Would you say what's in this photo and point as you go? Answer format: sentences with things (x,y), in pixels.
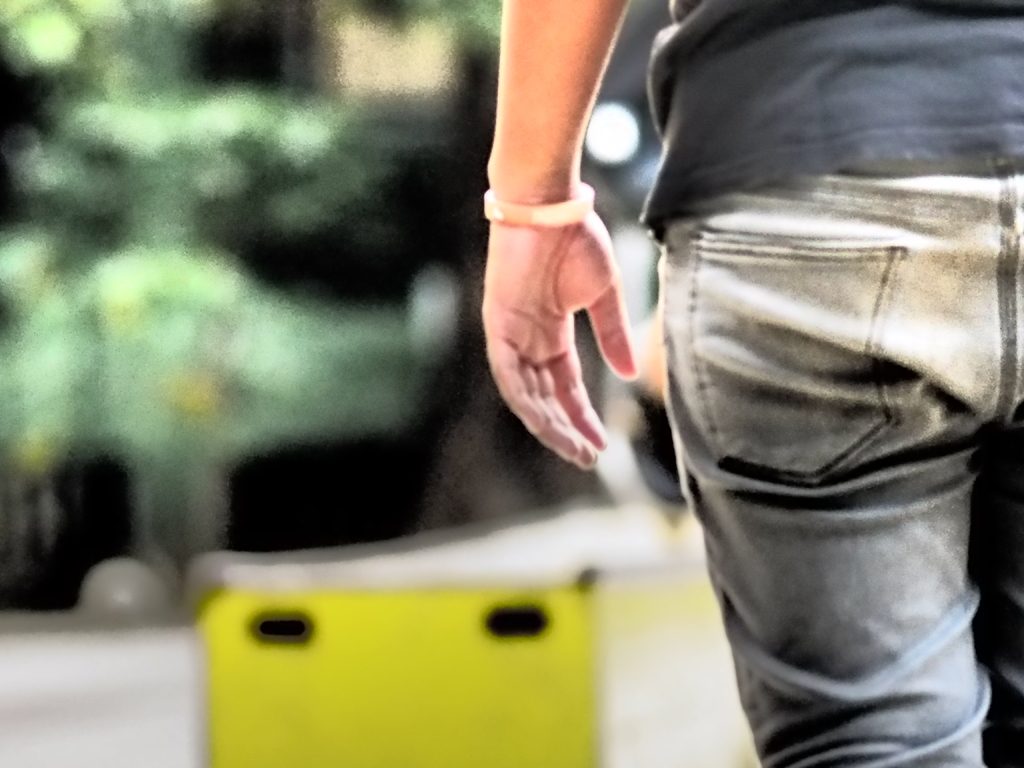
As we can see in the image on the right side (799,460) there is a man (839,279) wearing black color t shirt (787,101) and in the background (168,441) there are buildings (385,99) and trees (217,328). The background (385,255) is little blurred.
